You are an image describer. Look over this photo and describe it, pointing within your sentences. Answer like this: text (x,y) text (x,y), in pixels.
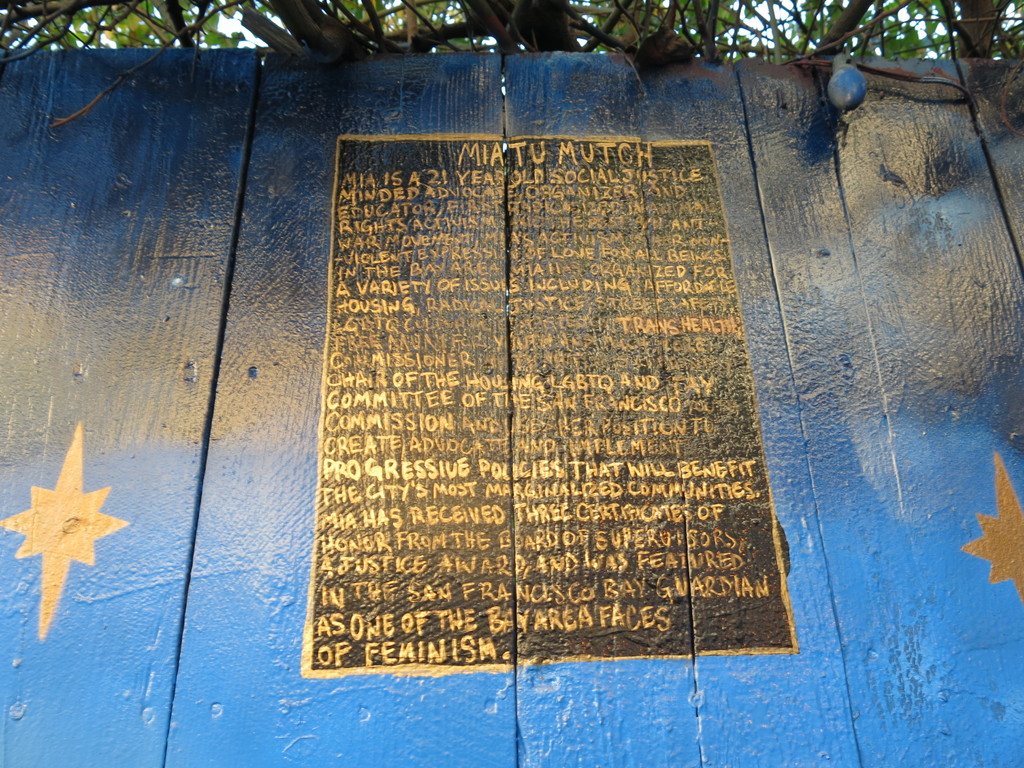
In this image there are trees (486,23) towards the top of the image (135,30), there is a wooden wall (510,309) towards the bottom of the image (575,561), there is text (504,361) on the wooden wall (458,345).
